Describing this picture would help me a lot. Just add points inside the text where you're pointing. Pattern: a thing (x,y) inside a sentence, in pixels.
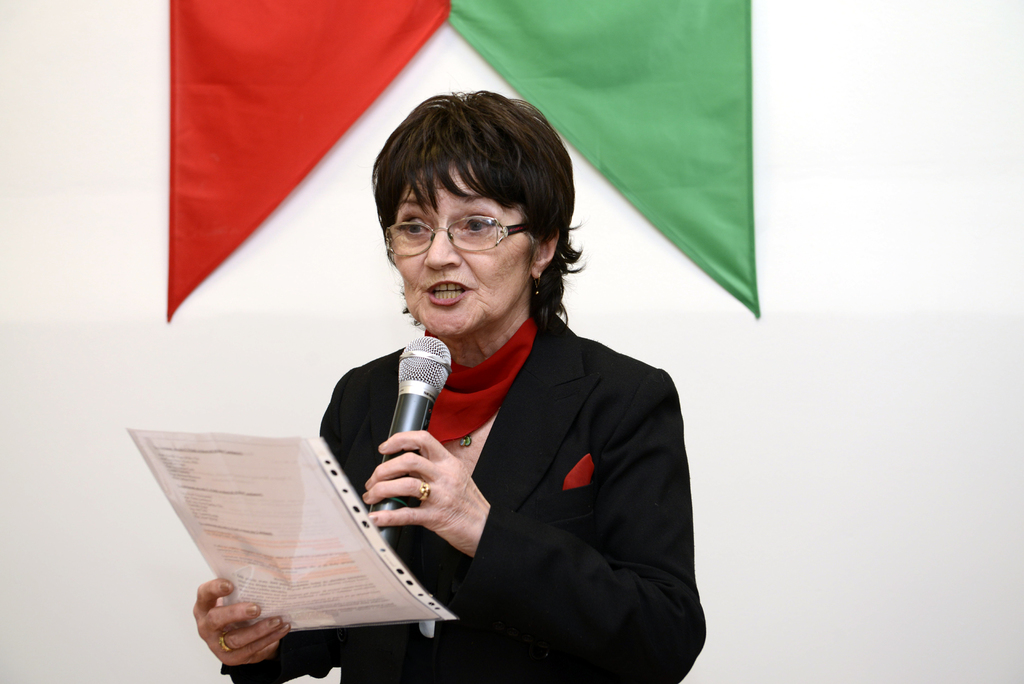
This picture shows a woman (406,473) speaking with the help of a microphone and she holds a paper (295,451) in her hand (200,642) and we see a flag (700,10) back of her,
